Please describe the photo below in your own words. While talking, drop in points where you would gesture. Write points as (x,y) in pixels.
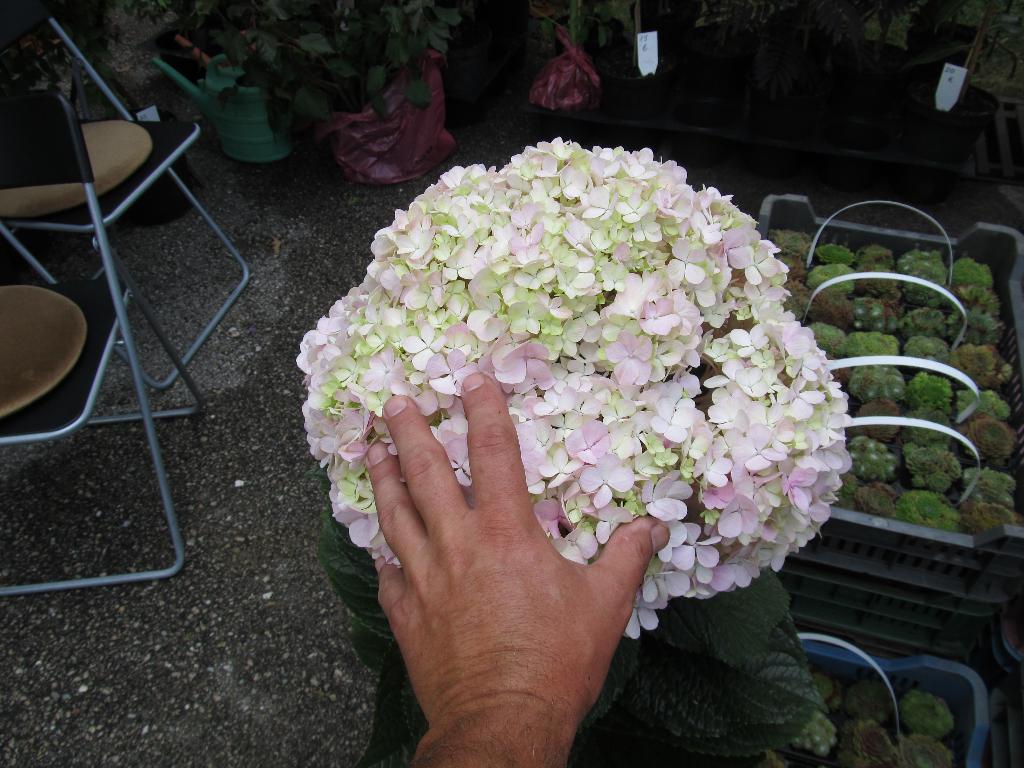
In this picture I can see a person hand (533,726) touching flowers (628,442), there are plants (723,3) in the pots (634,68) and in the plastic containers (943,631), there are chairs (20,150).
